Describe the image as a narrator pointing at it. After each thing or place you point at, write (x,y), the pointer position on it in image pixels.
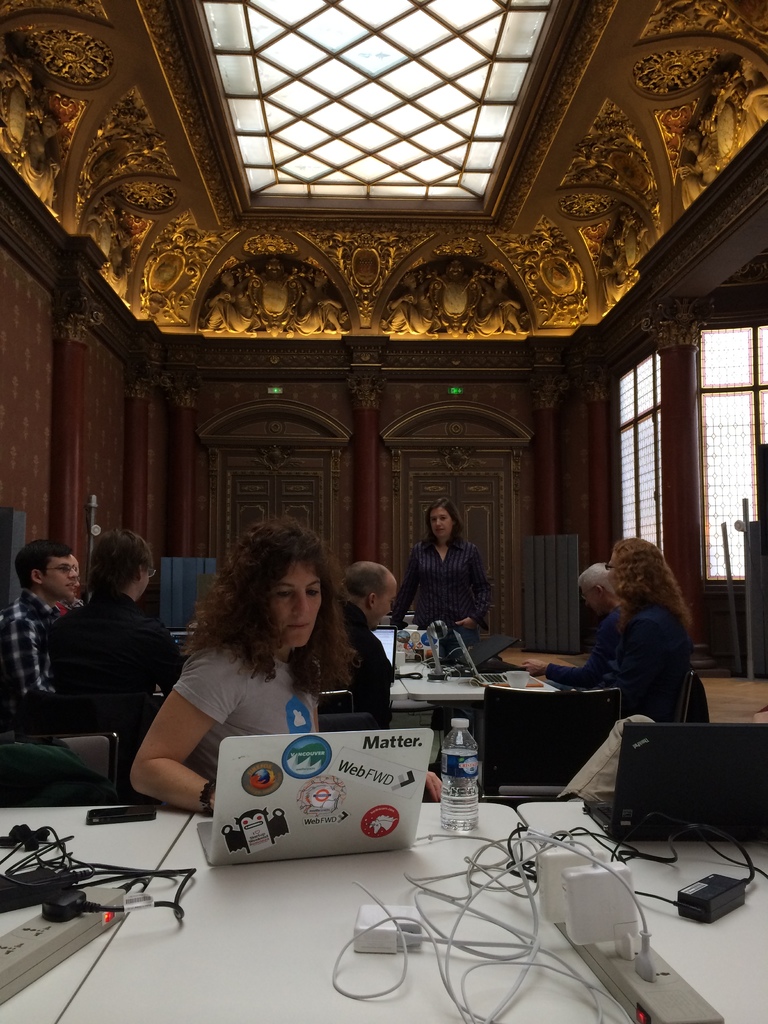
In this image we can see few people (259,629) sitting on chairs (581,736). There are tables (463,691). On the tables (458,685) there are laptops (369,792), socket boards (106,899), wires (100,906), bottles (450,815) and many other items (419,930). In the back (453,583) there is a person (436,570) standing. In the background (50,480) there are pillars (547,530). On the ceiling (277,254) there are sculptures (45,161). Also there are windows (721,407).
